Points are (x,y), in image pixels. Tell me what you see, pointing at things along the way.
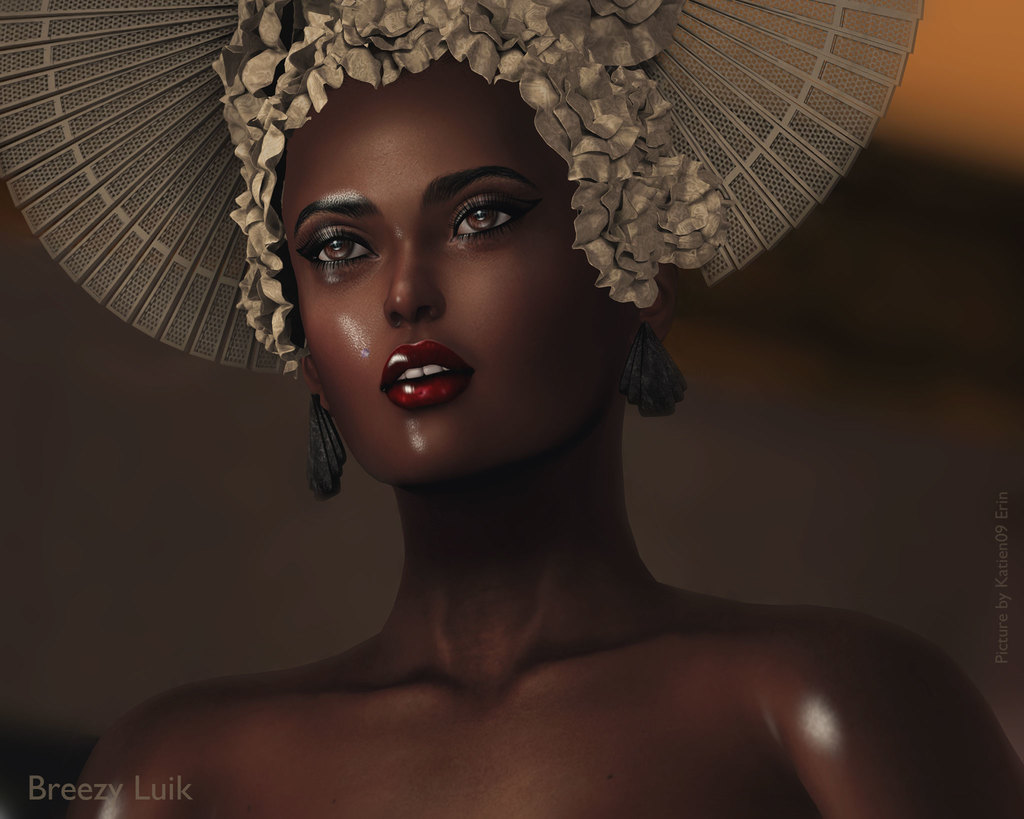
This is an animated image. We can see a woman (429,565) with a hat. Behind the woman (424,548), there is a blurred background (977,495). On the image, there are watermarks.
